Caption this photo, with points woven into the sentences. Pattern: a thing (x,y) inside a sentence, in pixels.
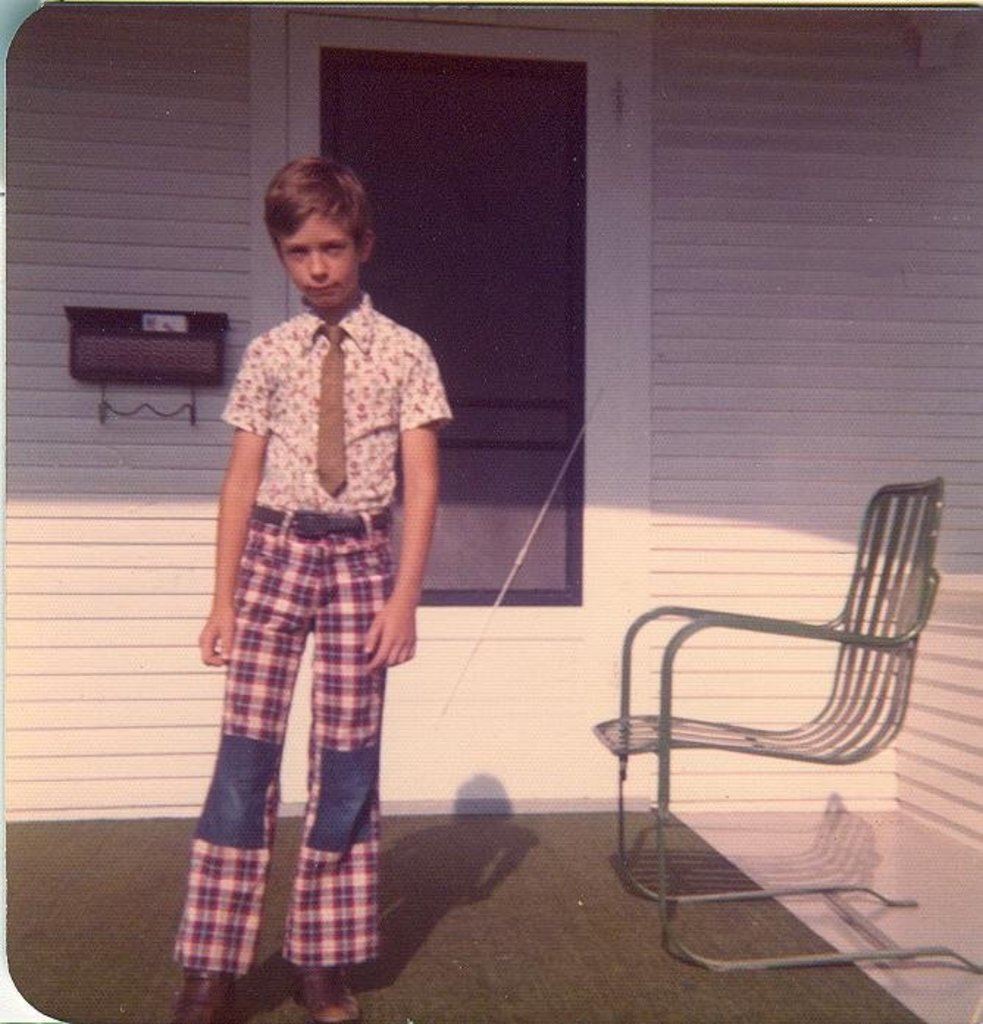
In this image there is a boy (291,558) standing on the carpet (275,950), and at the background (971,778) there is a chair (876,551), door (584,583), wall (824,548).
